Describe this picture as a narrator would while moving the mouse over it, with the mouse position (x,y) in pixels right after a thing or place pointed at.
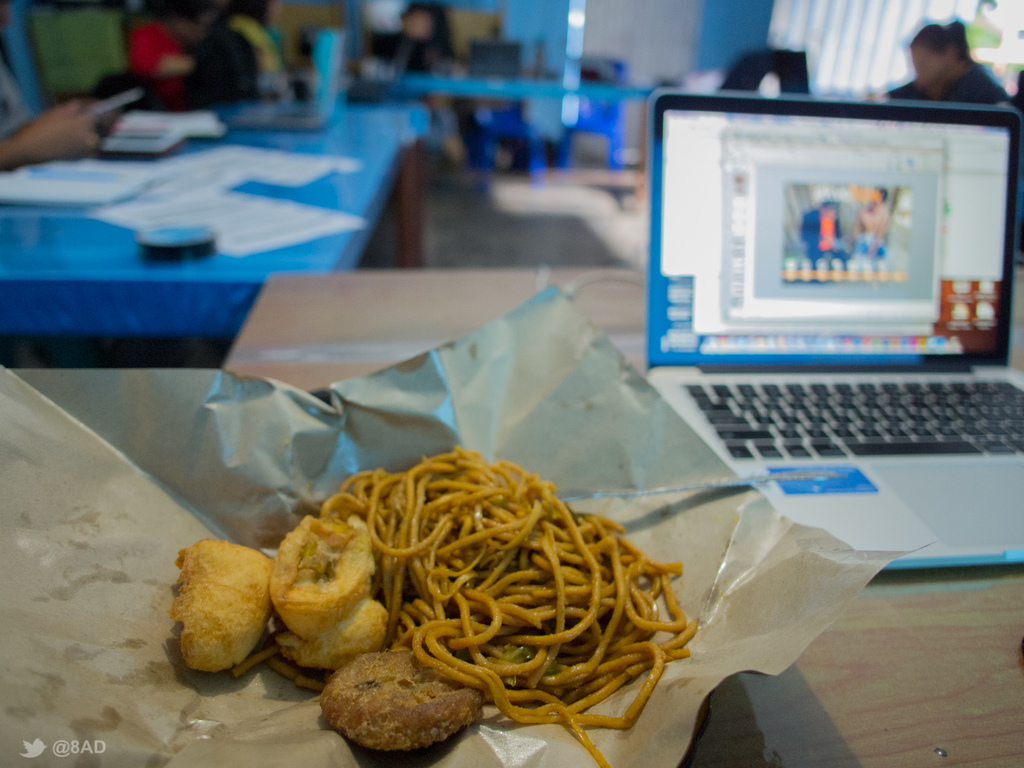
In this picture there is a table (270,352) on the right side of the image (875,223), on which there is a laptop (843,127) and there is a sheet of paper (17,743) in the center of the image (424,379), on the table (815,704), which contains noodles (402,571) in it and there are other tables (402,90), laptops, and people (77,139) at the top side of the image (350,123).
